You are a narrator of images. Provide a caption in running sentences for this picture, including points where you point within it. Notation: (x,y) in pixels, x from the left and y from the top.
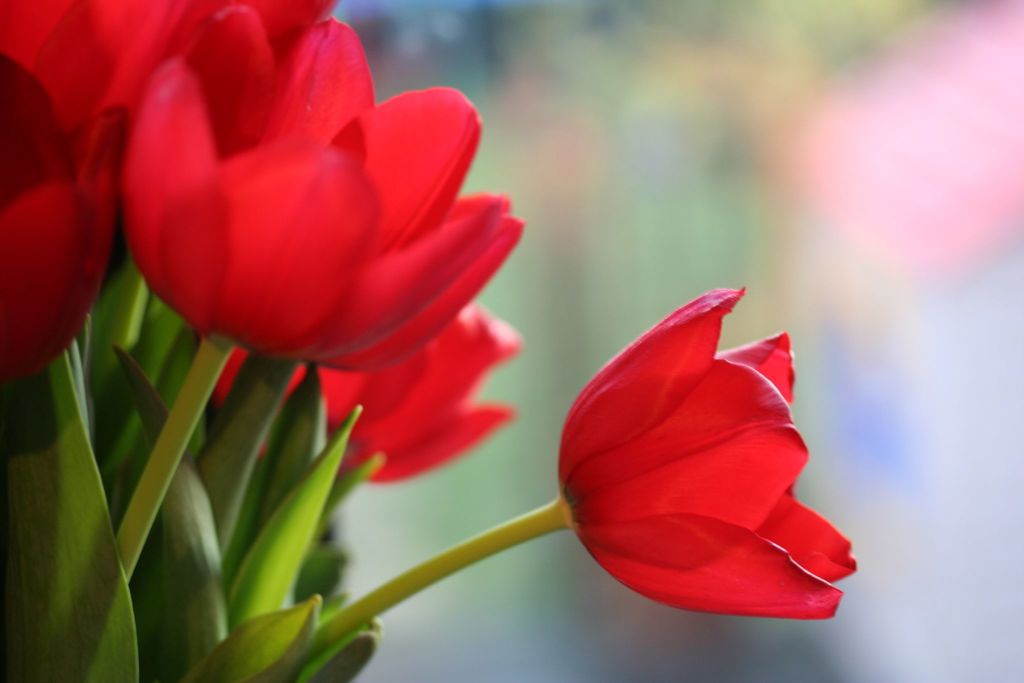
In this image there are flowers (249,162) truncated towards the top of the image (167,16), the background of the image (831,108) is blurred.
